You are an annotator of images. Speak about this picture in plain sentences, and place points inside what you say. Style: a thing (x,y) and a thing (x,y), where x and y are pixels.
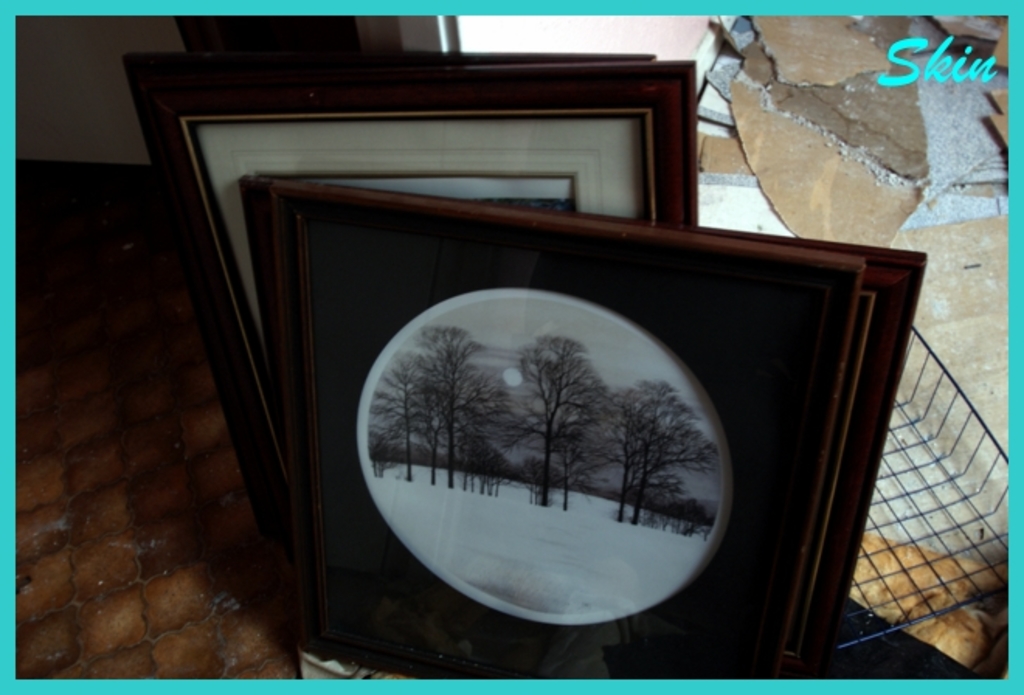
In this image there are so many photo frames (385,369) kept on the floor (238,617) one after the other beside the wall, also there is an iron grill pan (908,588) and some text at the top of image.
